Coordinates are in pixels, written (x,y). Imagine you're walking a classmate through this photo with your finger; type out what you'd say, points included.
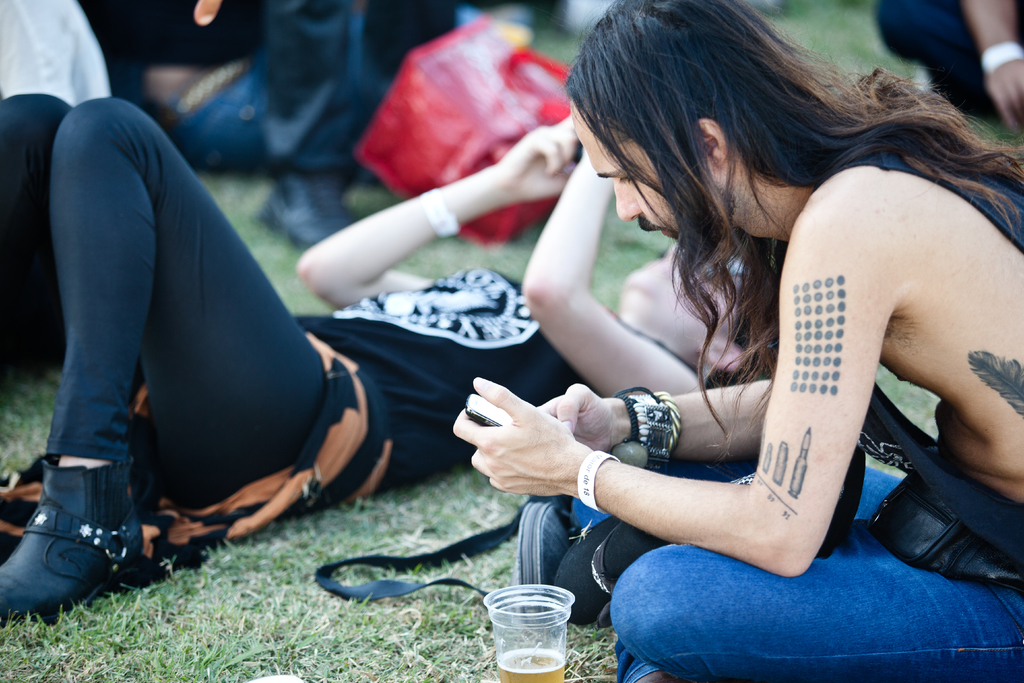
In this picture we can see a glass (540,661), people (617,331) sitting and lying on the green grass (413,645). They are holding mobiles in their hands (542,153).
